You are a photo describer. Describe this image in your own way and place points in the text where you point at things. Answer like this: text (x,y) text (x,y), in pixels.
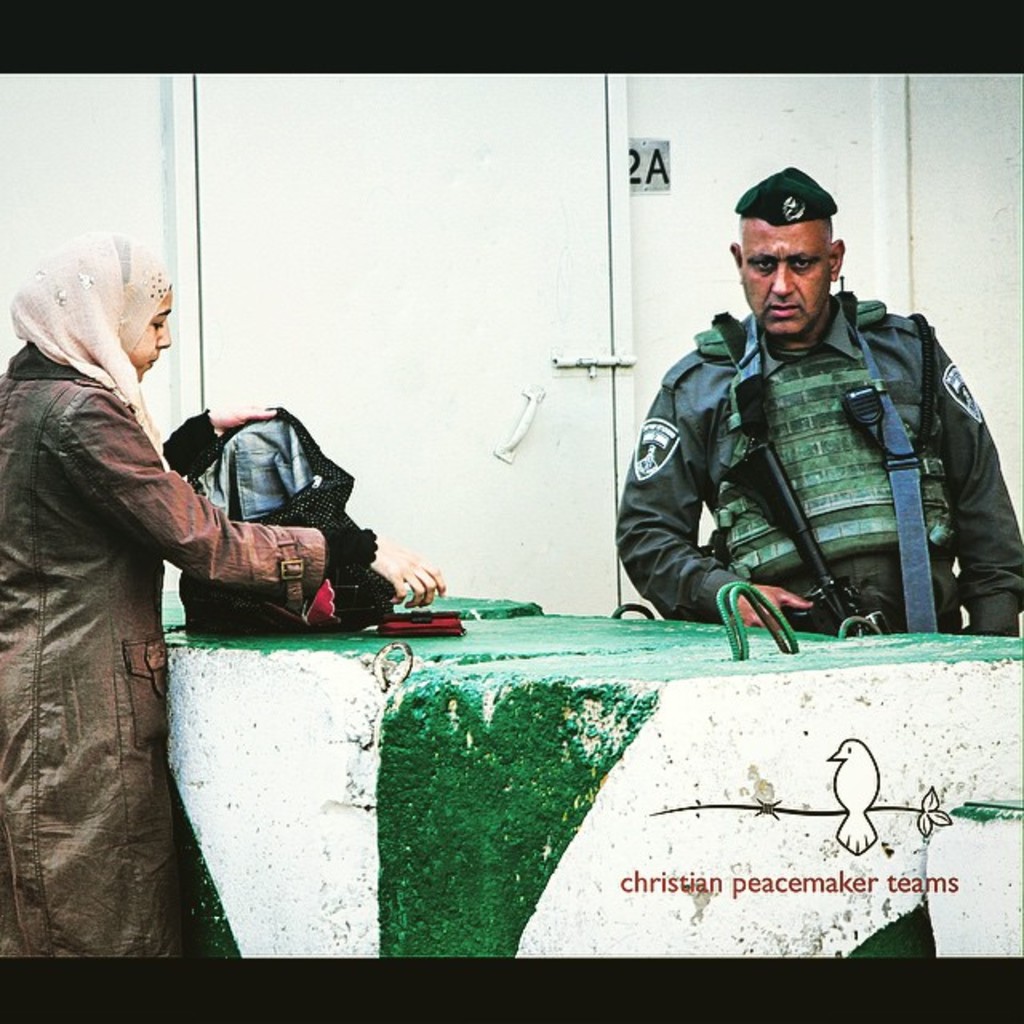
This image consists of two persons (106,622). The woman (131,485) is on the left side (268,558), man (697,494) is on the right side (754,537). There is a door (520,331) in the middle (540,348).
